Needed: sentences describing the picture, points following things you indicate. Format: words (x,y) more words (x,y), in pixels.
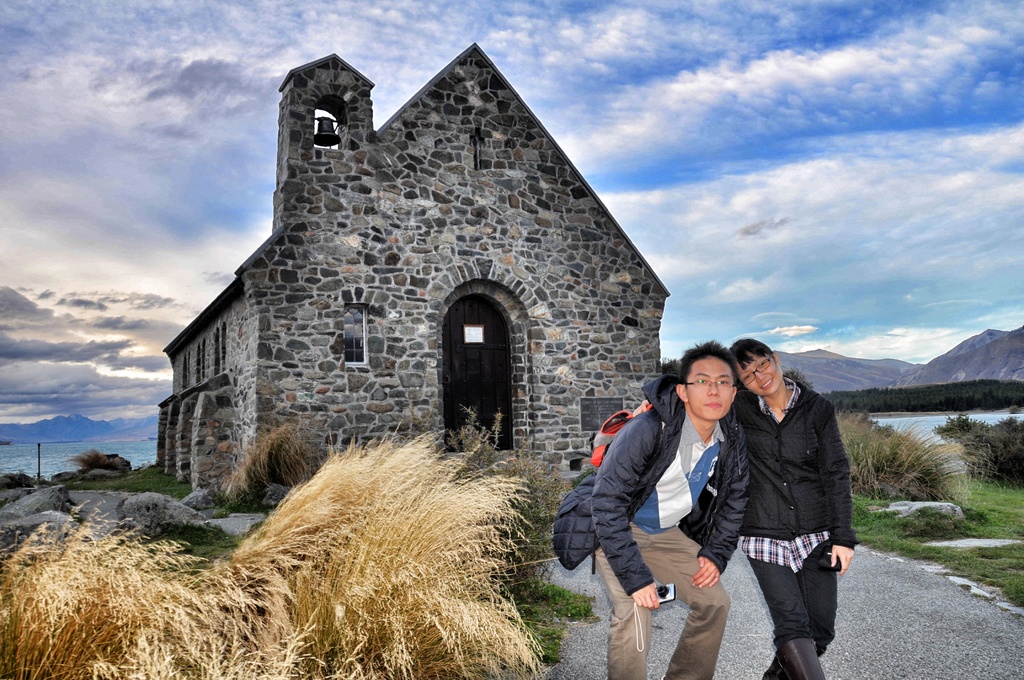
In this picture, we can see a few people (654,431), and among them a person (657,420) is holding some object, we can see the ground (759,612), grass (530,593), plants (511,569), trees (885,406), water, a house (575,368), mountains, rocks (44,504), a pole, and the sky (849,270) with clouds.
